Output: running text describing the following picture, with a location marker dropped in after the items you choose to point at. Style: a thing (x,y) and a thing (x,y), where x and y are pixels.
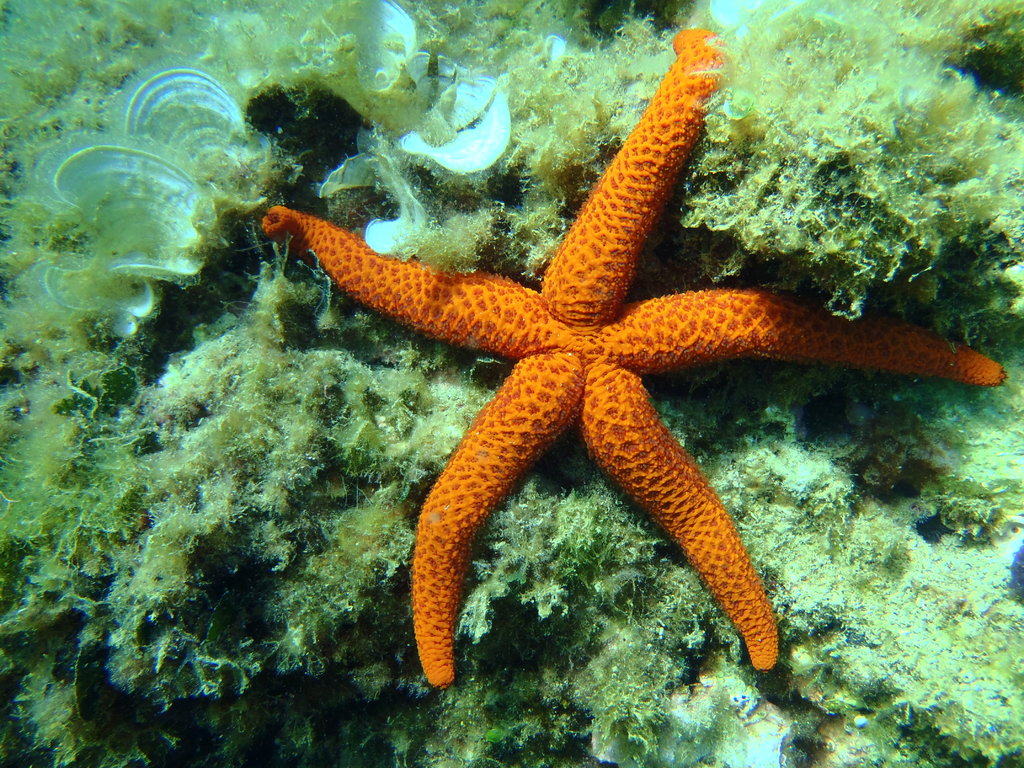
In this image we can see a starfish (617,408) and coral reef (199,297) in the water (849,497).
